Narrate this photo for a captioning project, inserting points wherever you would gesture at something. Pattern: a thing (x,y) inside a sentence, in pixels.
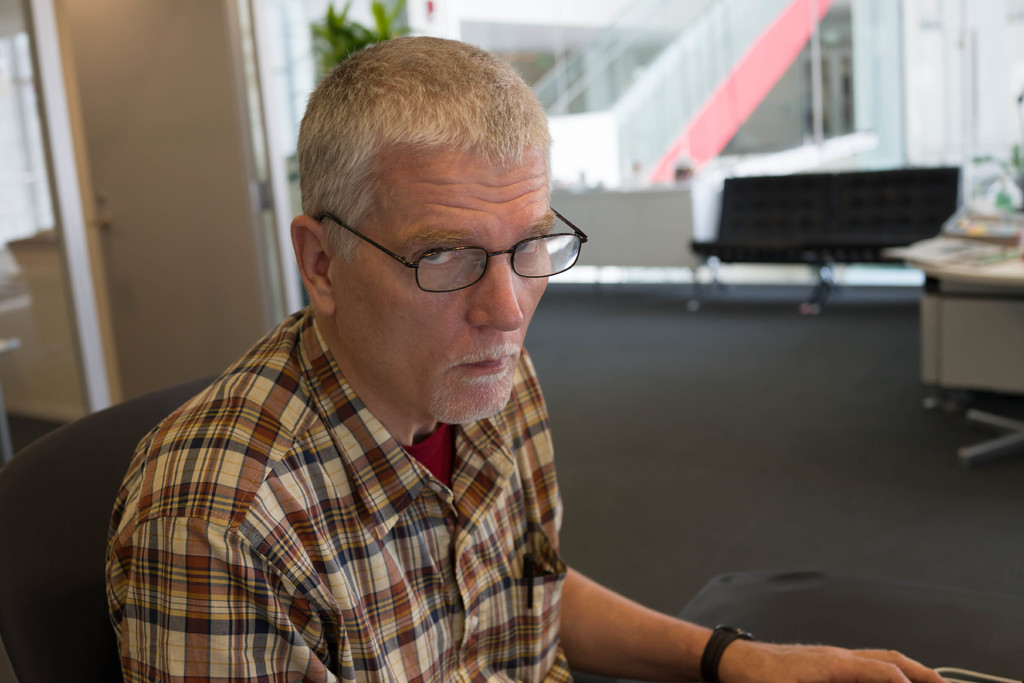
Here I can see a man (293,462) sitting and looking at the picture. On the left side (126,106) there is a door (175,249). On the right side (988,314) there is a table (1005,303) on which few objects (988,249) are placed and also there are two benches (724,219). In the background (678,122) there is a glass (791,123) through which we can see the outside view (798,80). In the outside there is a building (777,143).
